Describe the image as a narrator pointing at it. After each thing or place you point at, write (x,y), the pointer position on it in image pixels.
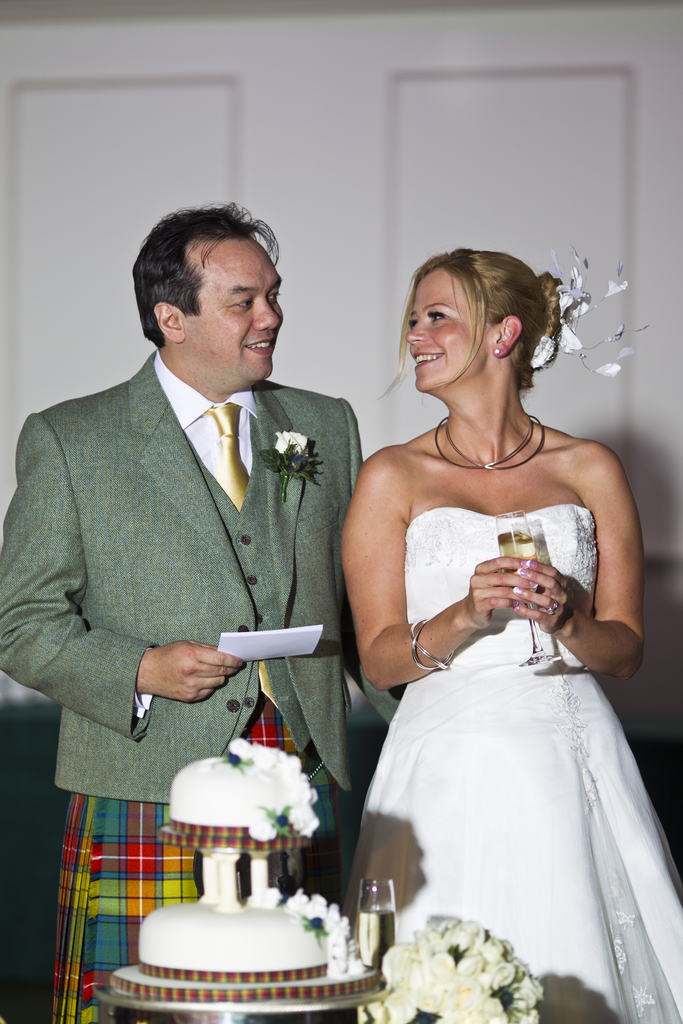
This picture shows a man (214,582) and a woman (447,544) standing with smile on their faces (427,388) and we see man (237,611) holding paper (250,658) in his hand (228,654) and woman (499,601) holding a wine glass (547,658) in her hands (540,564) and we see a cake (336,962) and flower bouquet (497,972) and a wine glass (391,937) on the table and we see a white background (321,96).
